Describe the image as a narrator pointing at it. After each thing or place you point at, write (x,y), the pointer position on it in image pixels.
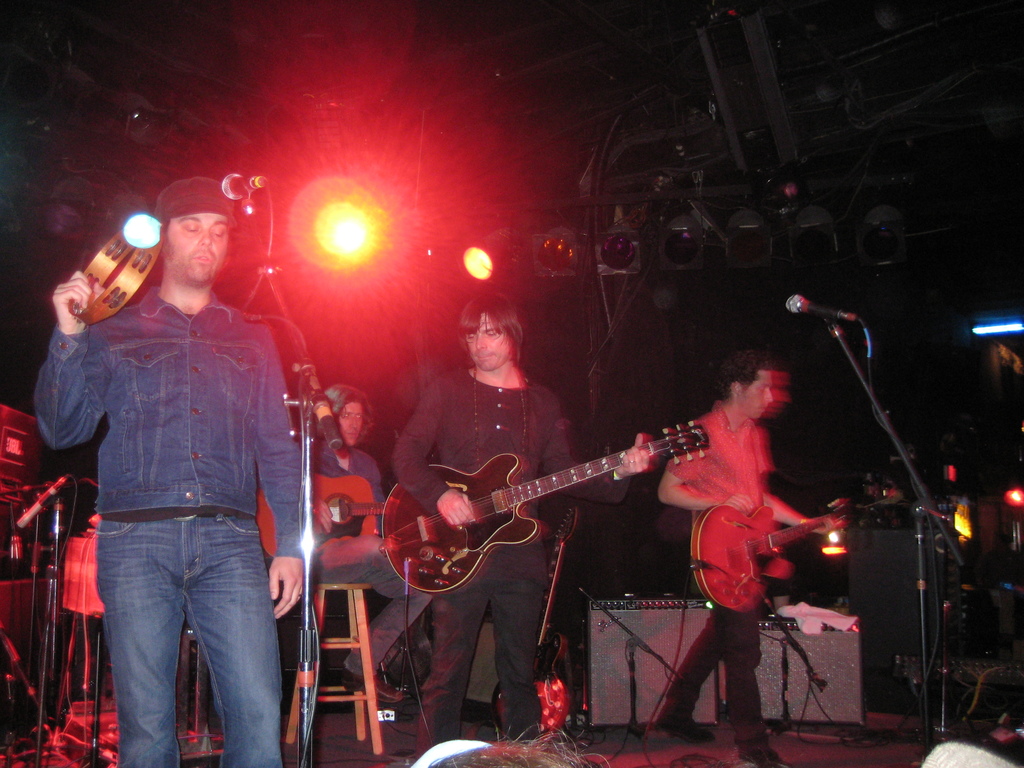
In this image i can see few persons (161,440) standing and holding musical instruments (415,507) in their hands (88,299). I can see microphones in front of them. In the background (340,571) i can see another person (357,419) sitting, light (336,236) and few other objects (695,208).
